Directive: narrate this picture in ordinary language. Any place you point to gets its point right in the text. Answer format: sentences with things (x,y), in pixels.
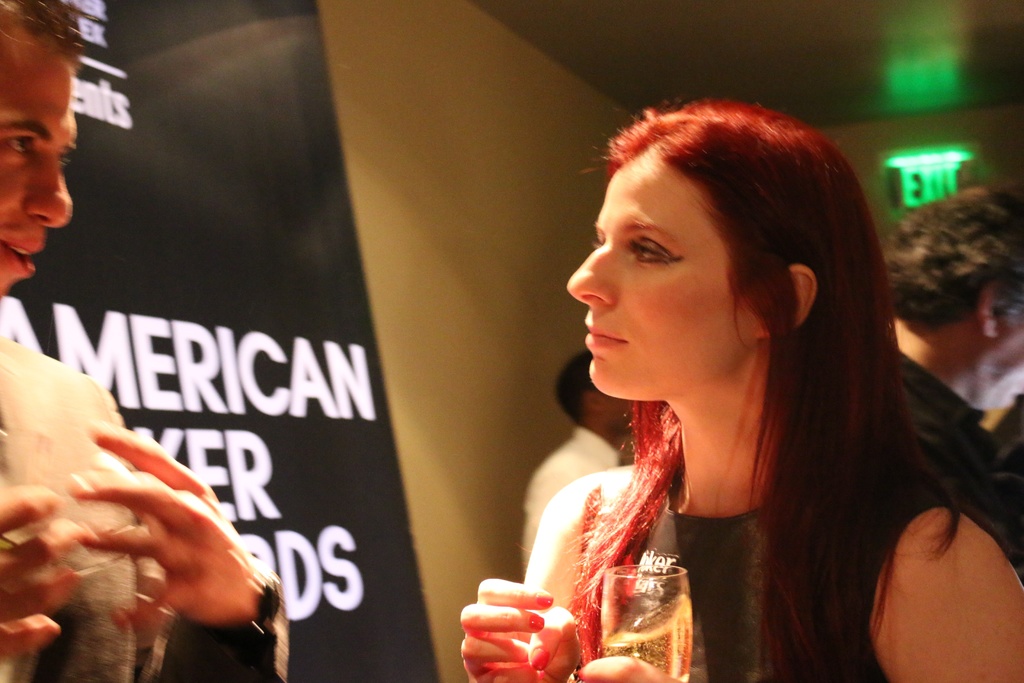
In this picture we can see a lady (689,460) in black dress (686,541) and holding a glass (675,605) and in front of him there is a man (49,475).
